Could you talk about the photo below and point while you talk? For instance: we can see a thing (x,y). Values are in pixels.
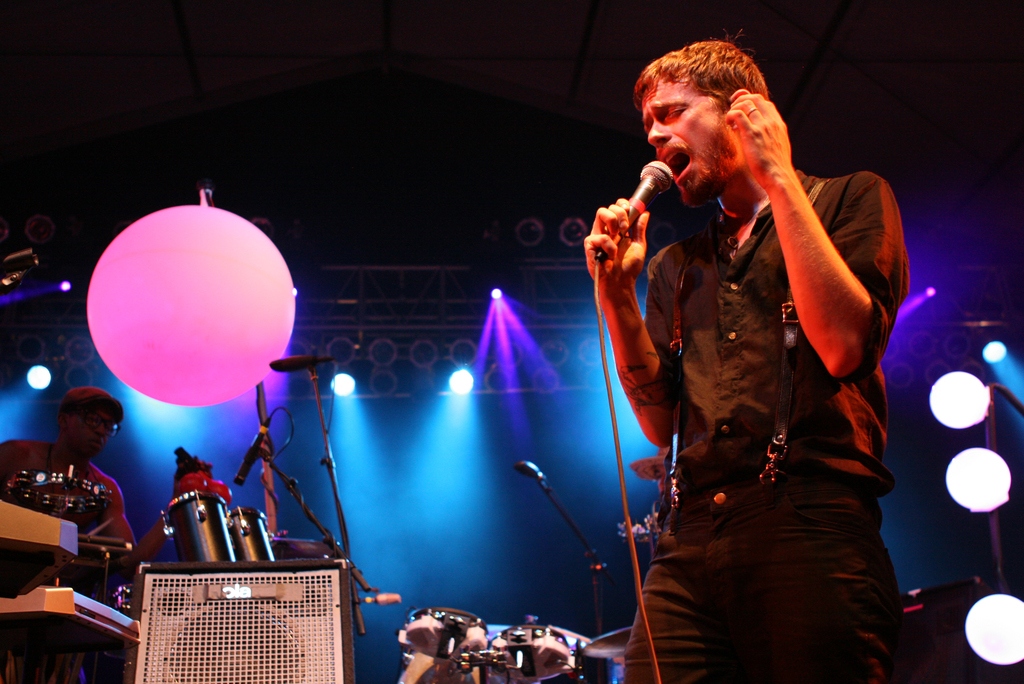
In the image we can see a man (754,379) standing, wearing clothes (746,376) and holding a microphone (639,192) in his hand (625,219), he is singing. There is a balloon (187,287), musical instrument (413,625), speaker (177,576) and lights (974,502). There is a finger ring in the finger (744,117). There is another person (65,454) wearing cap (98,400), clothes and spectacles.
